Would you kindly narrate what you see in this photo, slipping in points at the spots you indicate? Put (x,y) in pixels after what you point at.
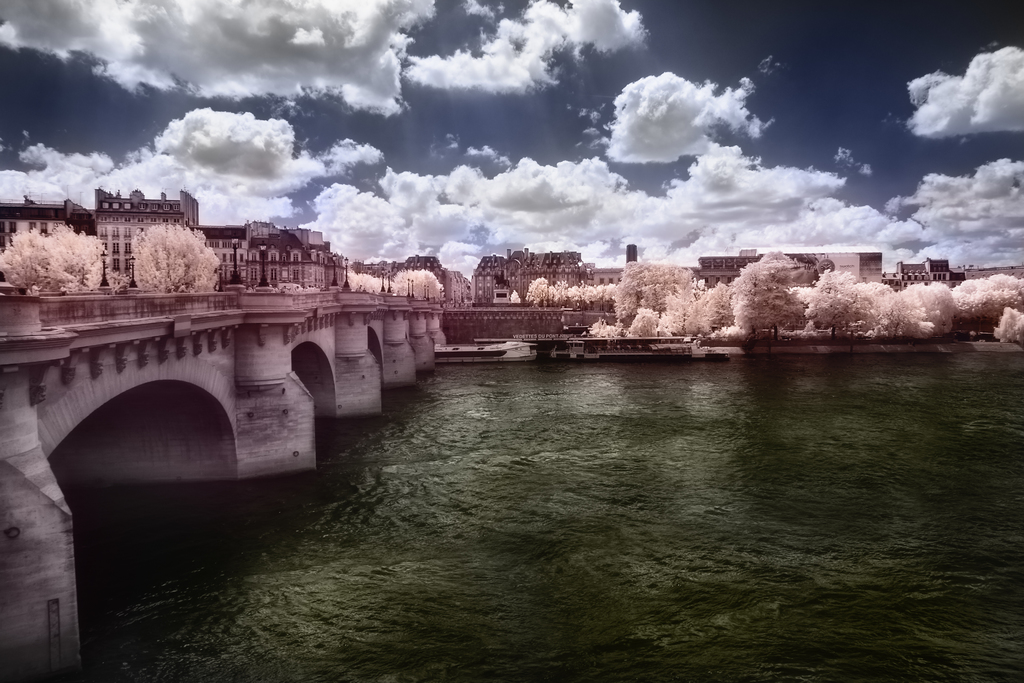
In this image we can see a bridge (248,398) over a river (564,508), ship (512,355), buildings (441,270), street poles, street lights (344,267), trees (23,237) and sky (464,167) with clouds (313,166).
